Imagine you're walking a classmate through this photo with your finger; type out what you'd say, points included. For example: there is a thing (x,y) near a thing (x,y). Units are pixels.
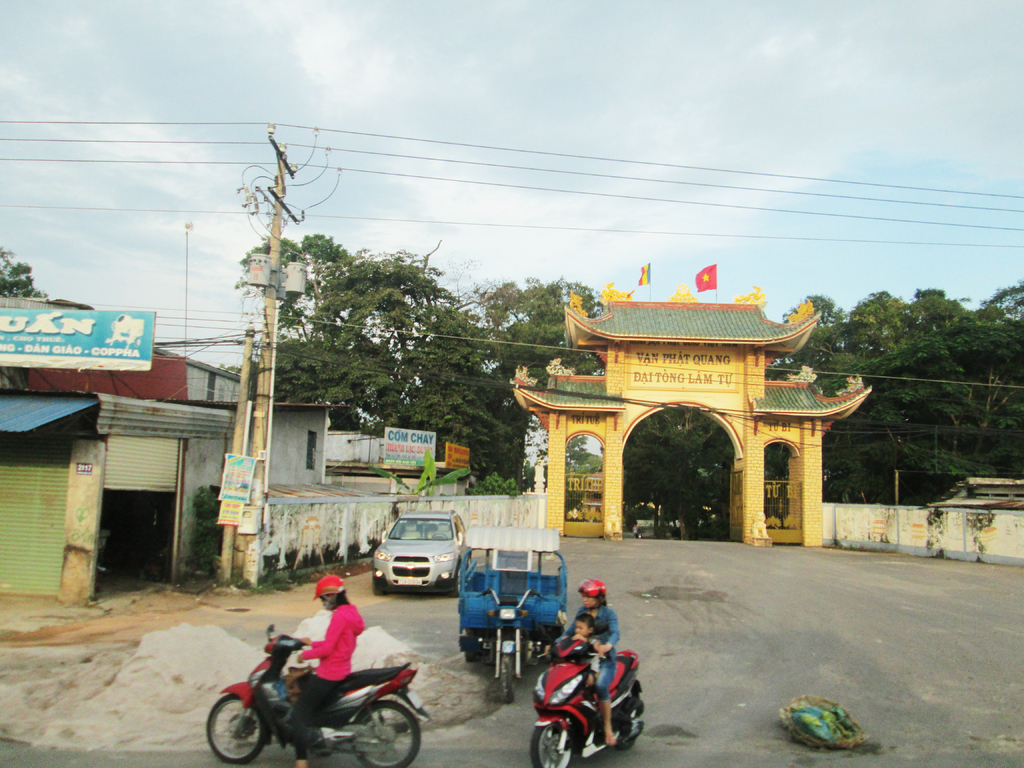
In this image in the center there are persons (348,671) riding a bike (347,695) and there are vehicles (440,568) on the road (396,635). In the background (713,282) there are trees (358,383), there are boards (240,462) with some text (455,448) written on it, there are shutters (141,451) and there is an arch (723,385), on the top of the arch (667,319), there are flags (701,277) and the sky (636,100) is cloudy and there are wires (582,174).
